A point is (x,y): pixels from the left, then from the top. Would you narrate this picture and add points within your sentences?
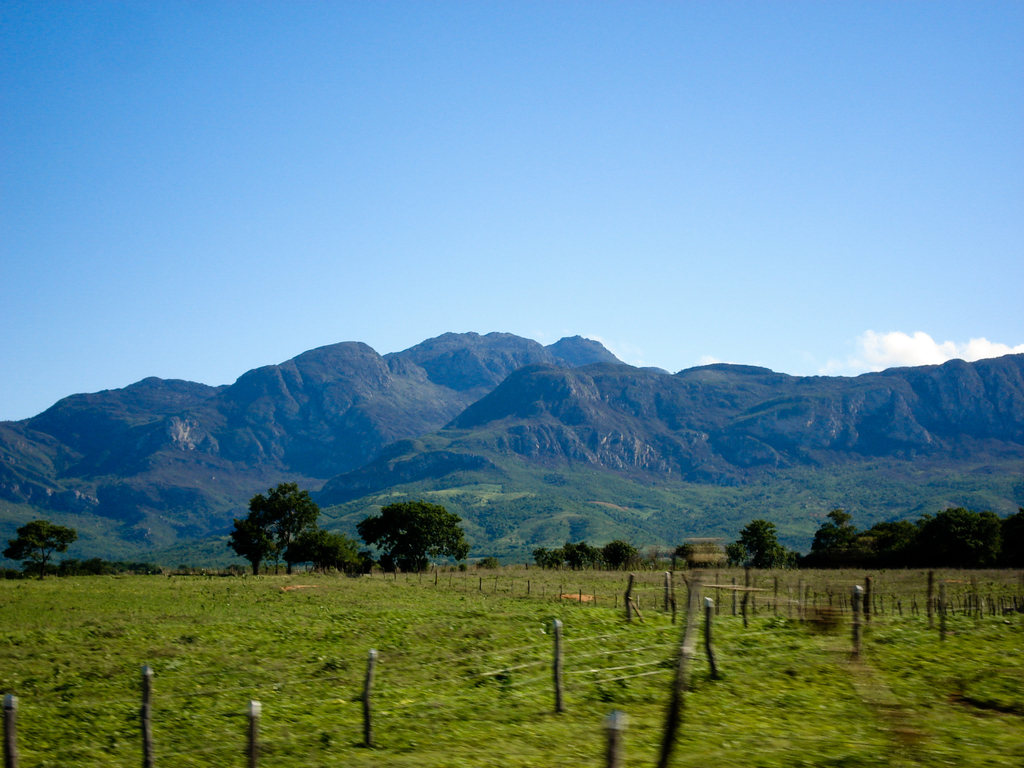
In the image we can see this is a grass (189,619), trees (423,545), mountain (525,422) and a sky (651,101). These are the poles (149,718).
